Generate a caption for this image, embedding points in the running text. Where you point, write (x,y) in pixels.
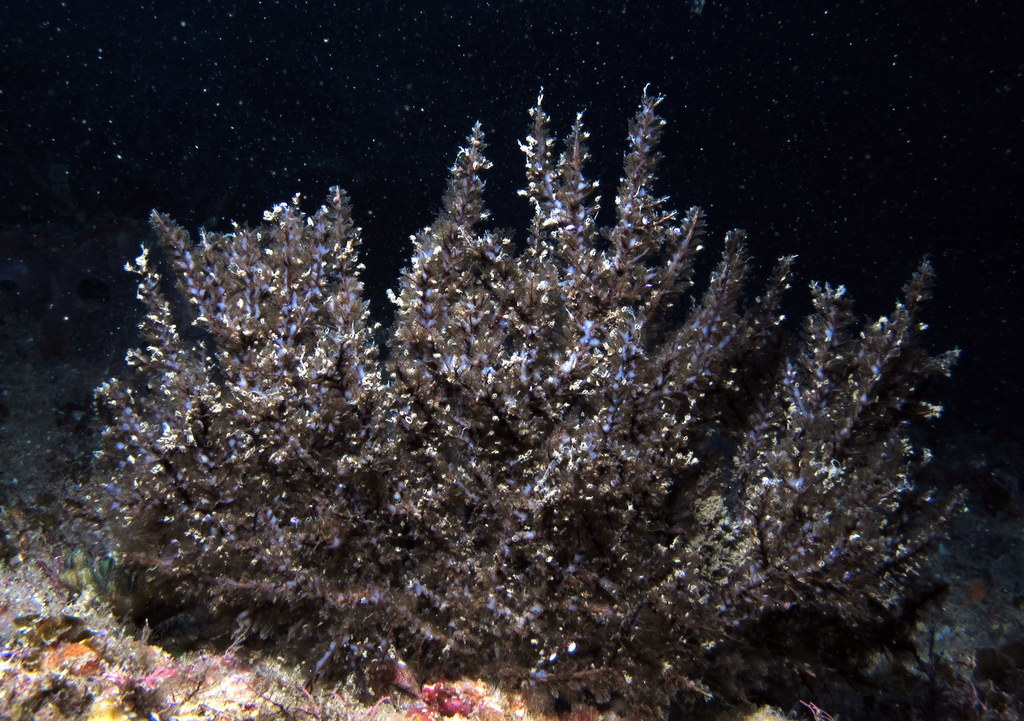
In the picture I can see plant (576,389), grass (384,702).
